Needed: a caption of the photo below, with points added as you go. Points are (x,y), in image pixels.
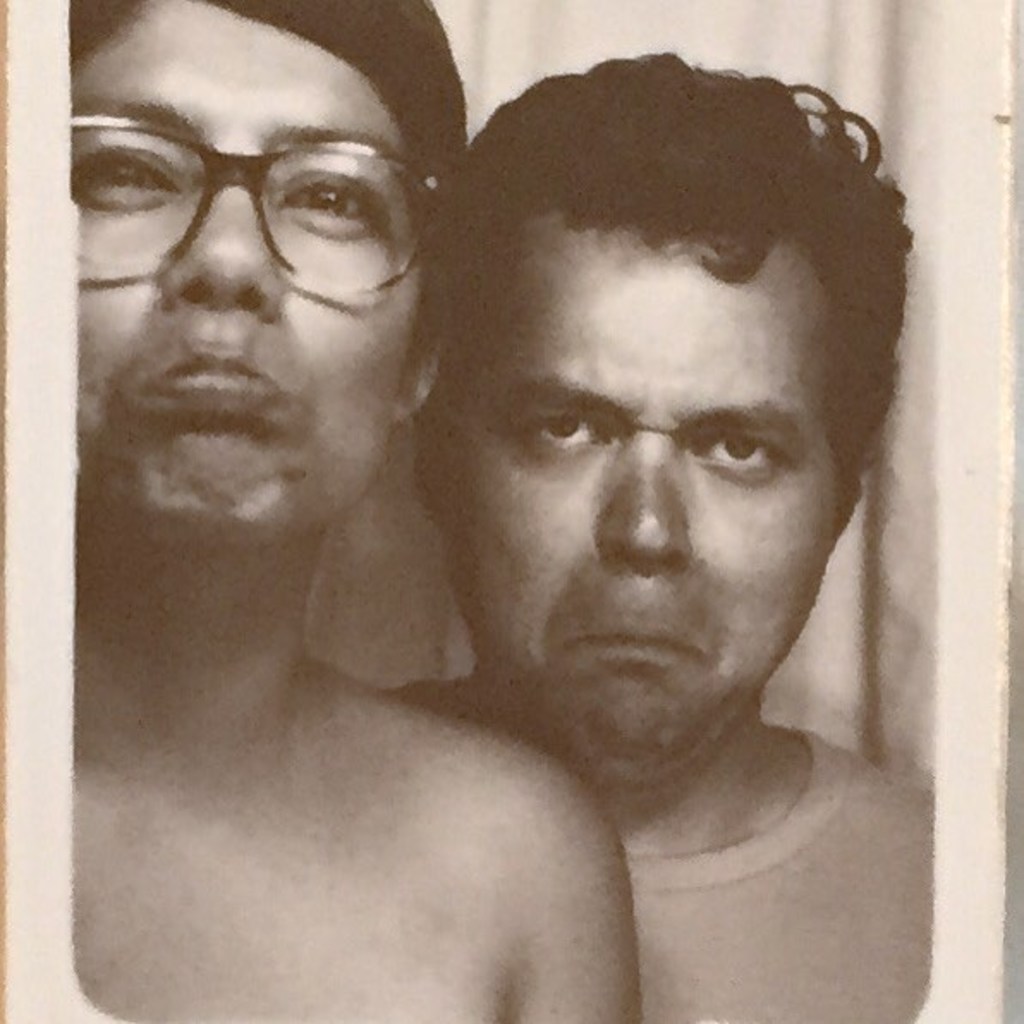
This is the black and white picture of two people (700,233) standing in front of curtain (588,39).
